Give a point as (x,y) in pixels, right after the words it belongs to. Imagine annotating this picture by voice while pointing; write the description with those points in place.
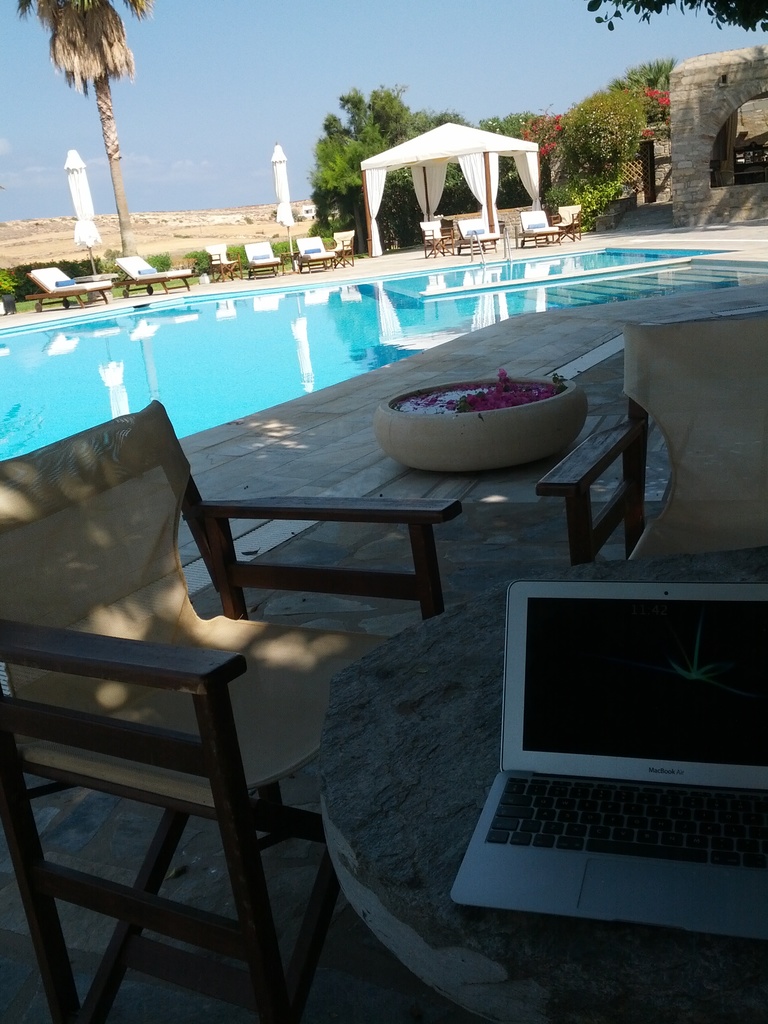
There is a swimming pool (258,304). This is the floor (370,375). This is a chair (111,600), a table (381,682). On the table (548,946) there is a laptop (623,790). There is a pot (442,455) there is some flower petal (488,398) inside it. Here is the sky (331,36) sky (346,33) is looking fine. Here there is a palm tree (110,119). These all are the pool chairs (477,234). This is the shelter (453,137). These are trees (556,120). This is a building (689,135).
